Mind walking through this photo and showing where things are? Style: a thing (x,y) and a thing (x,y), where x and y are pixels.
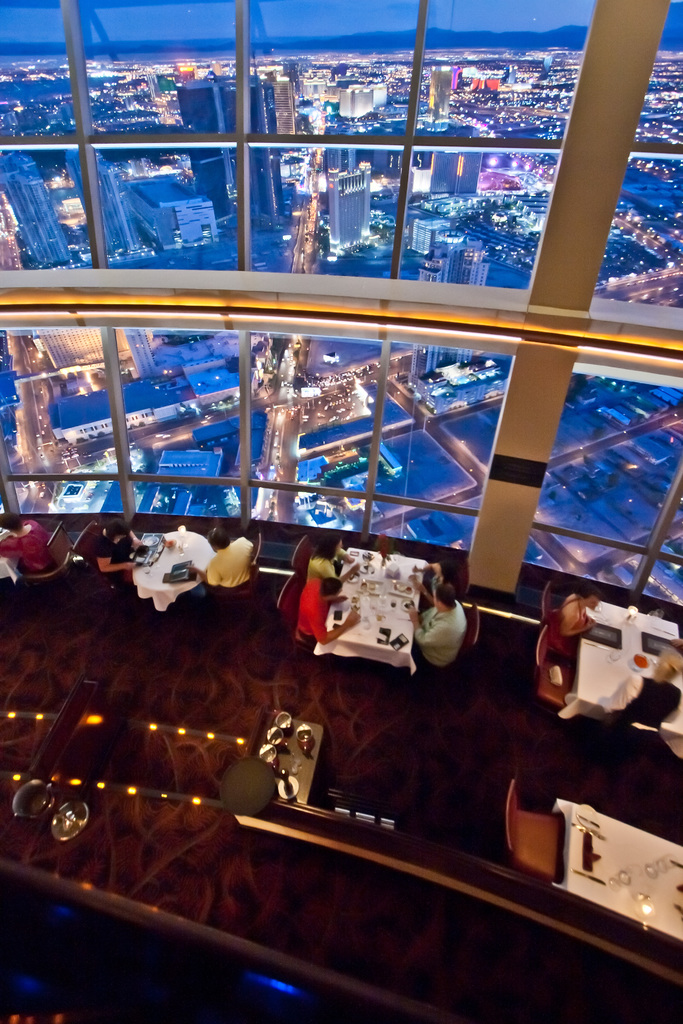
This is an inside view of a building (70,641) and here we can see people (134,544) sitting on the chairs (93,548) and there are some objects (302,735) on the tables (295,754) and we can see lights (176,156) and there are glass doors (295,183), through the glass (315,111) we can see buildings (340,115), roads (312,235) and towers (360,174).
